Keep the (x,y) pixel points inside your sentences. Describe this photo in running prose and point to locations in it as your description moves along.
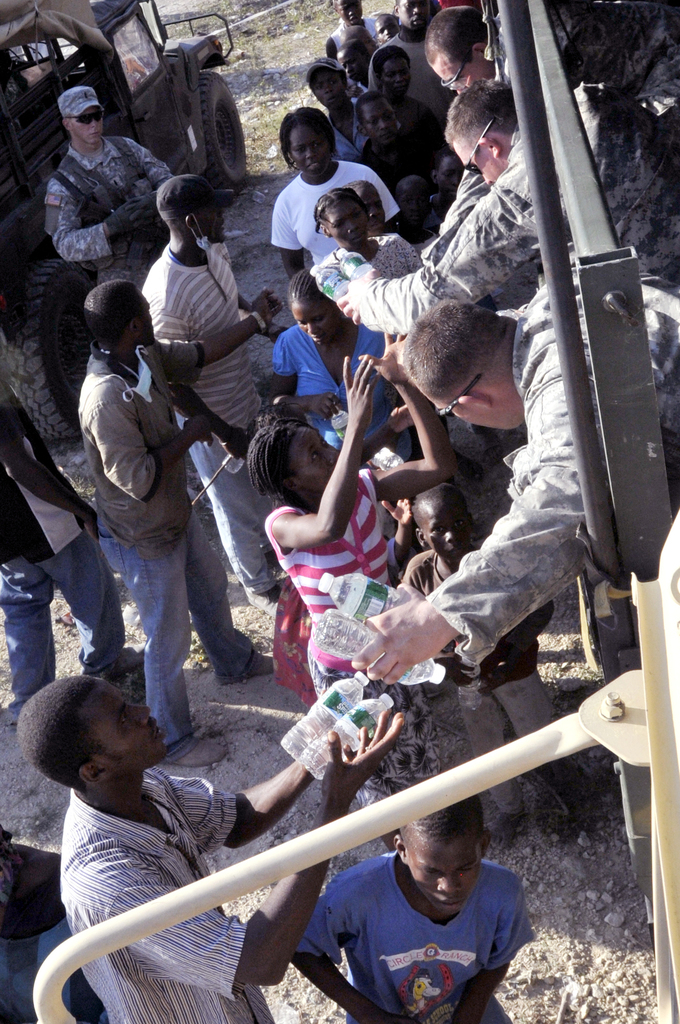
In this image we can see many people (201,470) and few people (431,610) holding some objects (348,645) in their hands (400,642). There is a vehicles (44,160) at the left side of the image (36,132).
